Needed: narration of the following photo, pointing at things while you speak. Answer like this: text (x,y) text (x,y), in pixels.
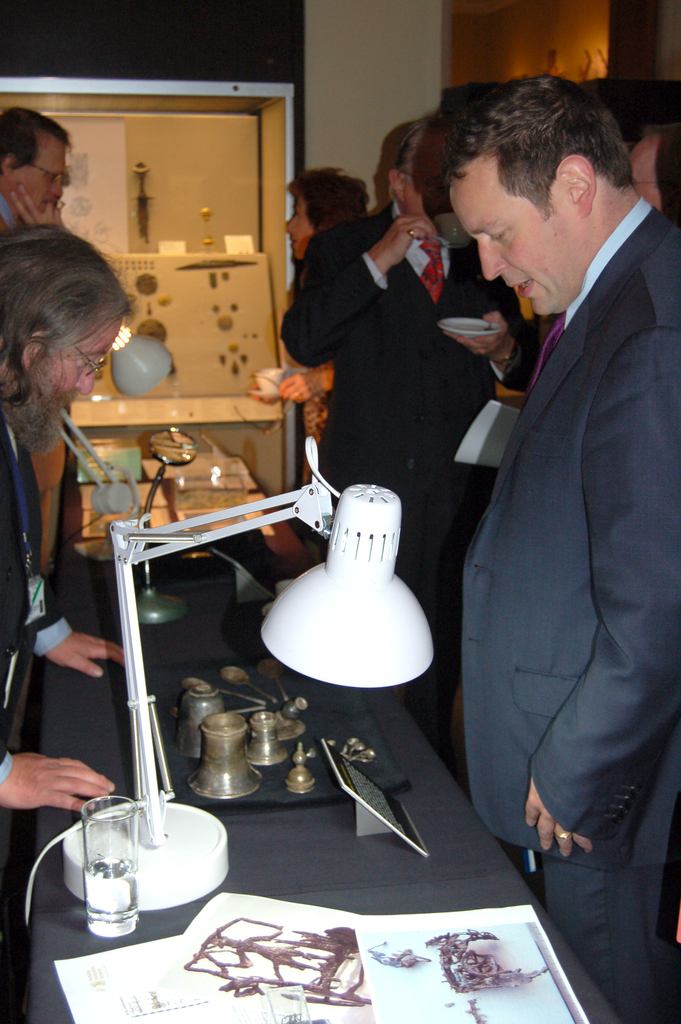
This picture shows few people (336,364) standing and a man (617,497) watching few items (298,704) on the table (192,601).
